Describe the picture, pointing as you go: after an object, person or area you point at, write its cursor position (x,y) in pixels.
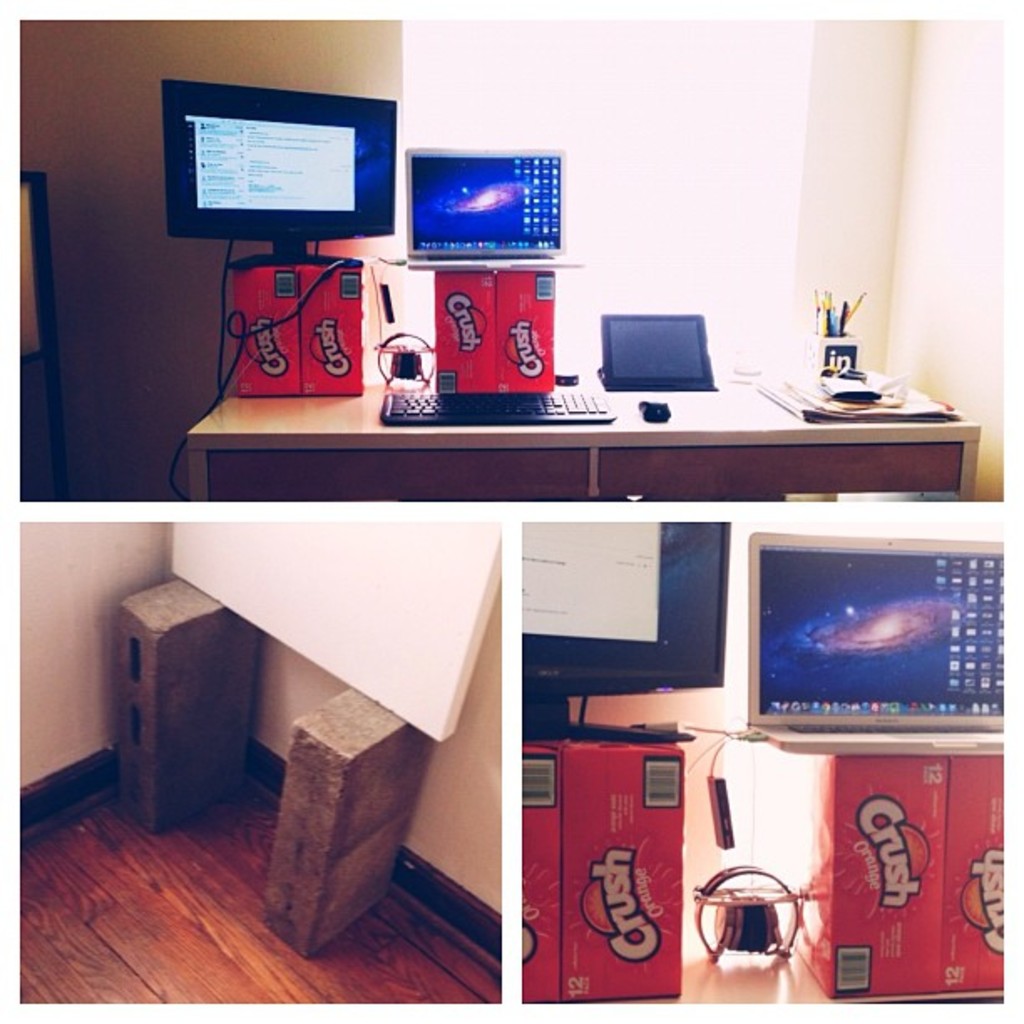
In this image there is a collage of three pictures. There is a table (519,461) on which there is a keyboard (488,412), mouse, ipad (650,356), papers (814,388) and a pen stand (838,326). There are four boxes (440,323) on which there are desktop (303,218) and a laptop (457,263). There are two bricks (303,777) on the wooden floor (203,878). On the bricks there is a whiteboard (368,608).
